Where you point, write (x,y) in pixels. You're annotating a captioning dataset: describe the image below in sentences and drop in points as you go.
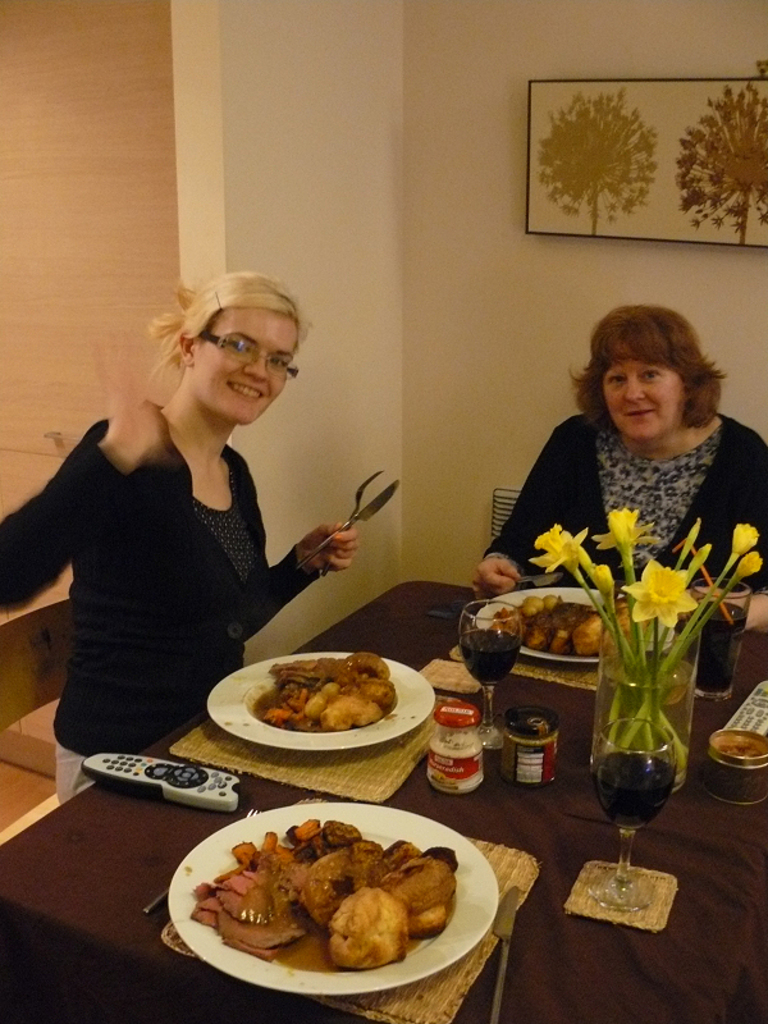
In this image I see 2 women (343,558) who are sitting on the chairs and I also see that both of them are smiling. I see that there is a table (376,620) in front (362,621) in which there are 3 plates (456,926) and there are food (434,855) in it and I see 3 glasses (500,733), a flower vase (656,601) and few things (516,721) on it. In the background (438,405) I see the wall (436,355) and a photo frame (531,139).
